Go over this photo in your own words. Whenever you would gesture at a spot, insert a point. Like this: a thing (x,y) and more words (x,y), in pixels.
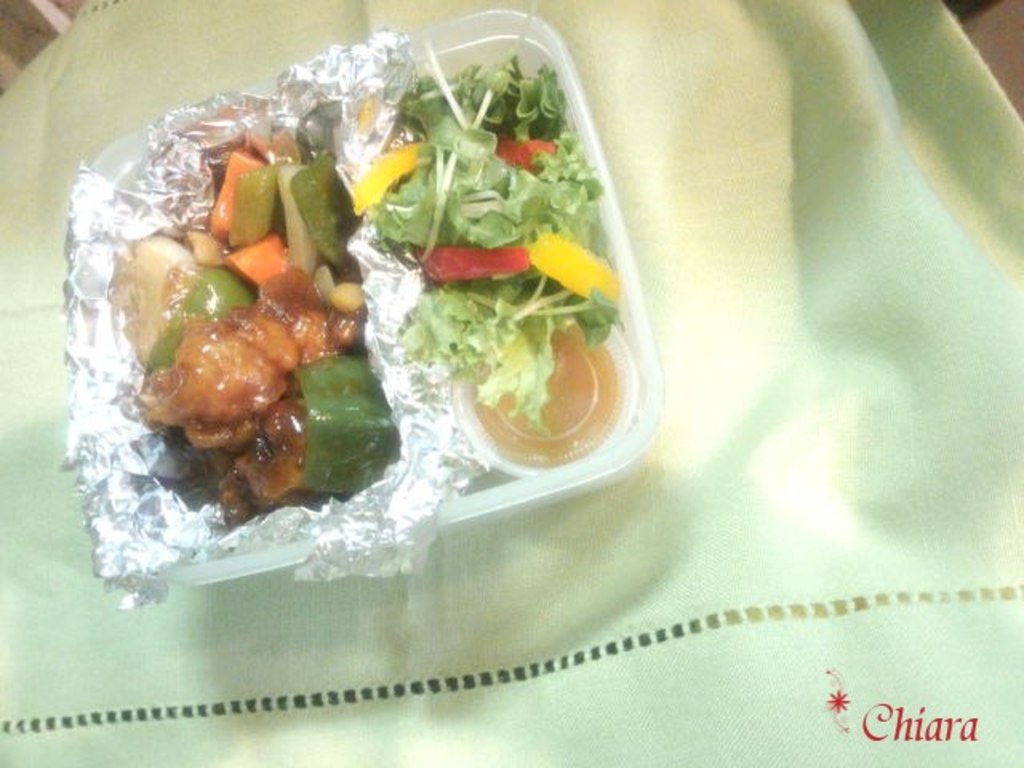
In this image, we can see food (478,313) in the box (469,448) and at the bottom (780,641), there is a cloth (769,282) and we can see some text (906,730).
